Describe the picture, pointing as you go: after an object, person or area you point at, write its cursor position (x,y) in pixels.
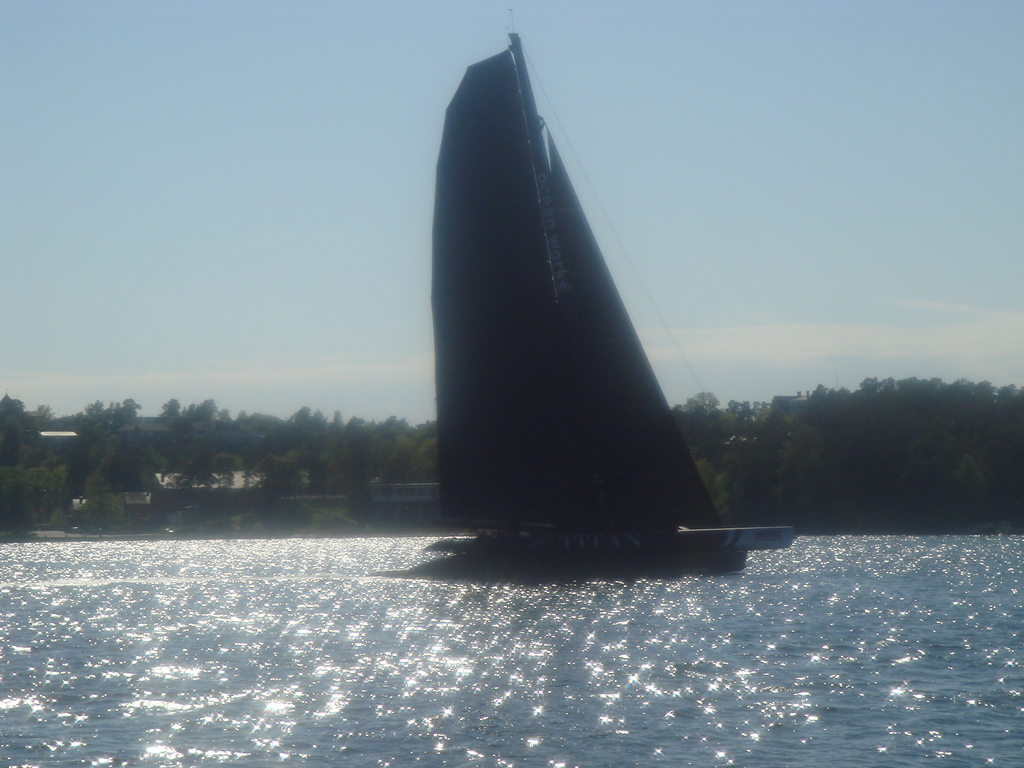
There is a boat (533,390), which is having mast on the water (767,597). In the background (91,468), there are trees (241,456), plants (91,468) and clouds (745,331) in the blue sky (774,283).
